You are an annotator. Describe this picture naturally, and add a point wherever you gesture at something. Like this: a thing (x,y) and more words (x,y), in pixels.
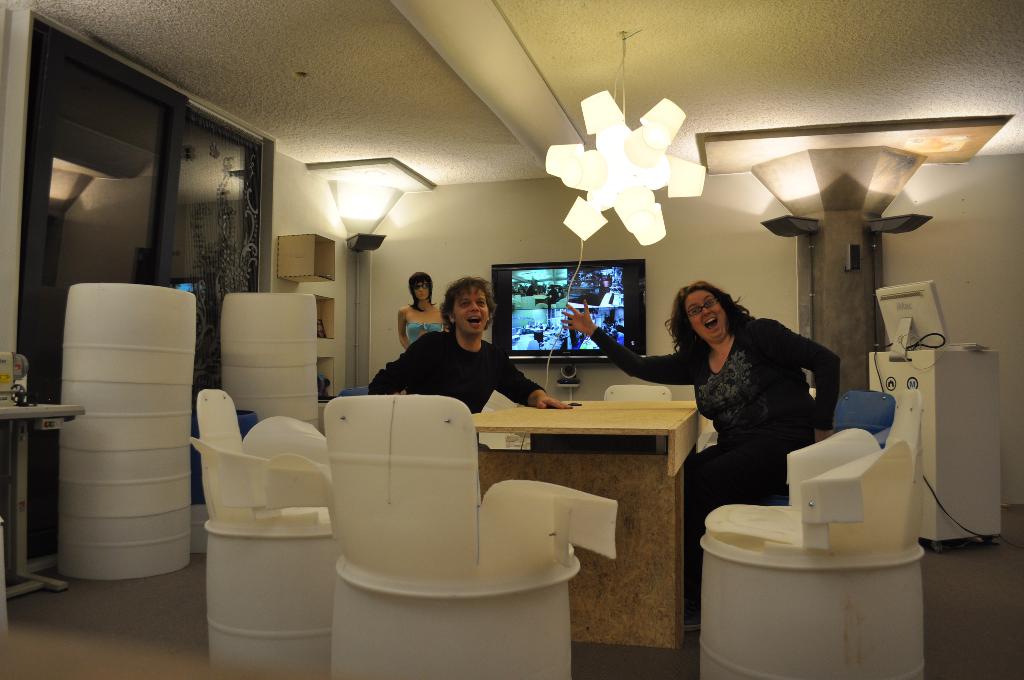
In this image we can see one woman (766,343) and man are sitting. In front of them, table (554,418) is present. At the bottom of the image (252,560), we can see the chairs (490,620). In the background (249,394), we can see mannequin (427,327), monitor (606,323), wall (720,269), white color object (265,330), door (175,246) and machines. At the top of the image (865,85), we can see the roof (382,74) and lights (638,177).
